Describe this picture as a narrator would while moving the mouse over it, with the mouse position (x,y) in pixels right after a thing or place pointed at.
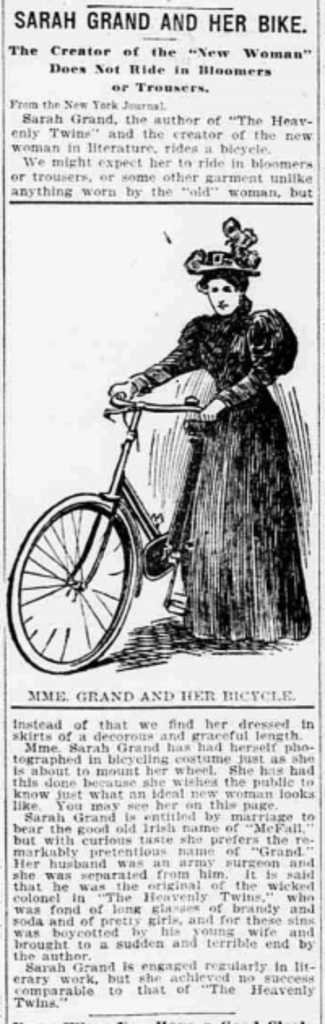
In this image there is a poster (178,701) having some text (150,732) and painting (147,494). On the poster (175,405) there is some text (302,736). Middle of the image (171,374) there is a painting (271,402) of a woman (227,455) standing and she is holding a bicycle (119,493). She is wearing a cap (223,264).
